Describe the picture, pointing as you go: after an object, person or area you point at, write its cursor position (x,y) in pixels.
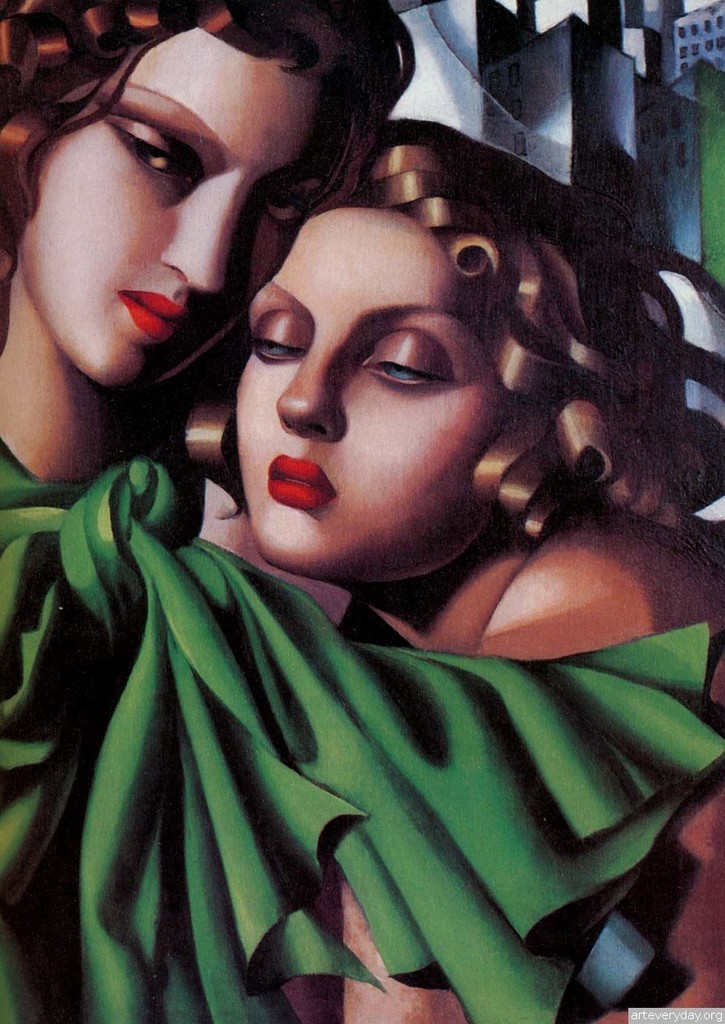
This is a painting image of the two ladies (485,816) in which they are holding each other and one of them is wearing green scarf (420,855).
